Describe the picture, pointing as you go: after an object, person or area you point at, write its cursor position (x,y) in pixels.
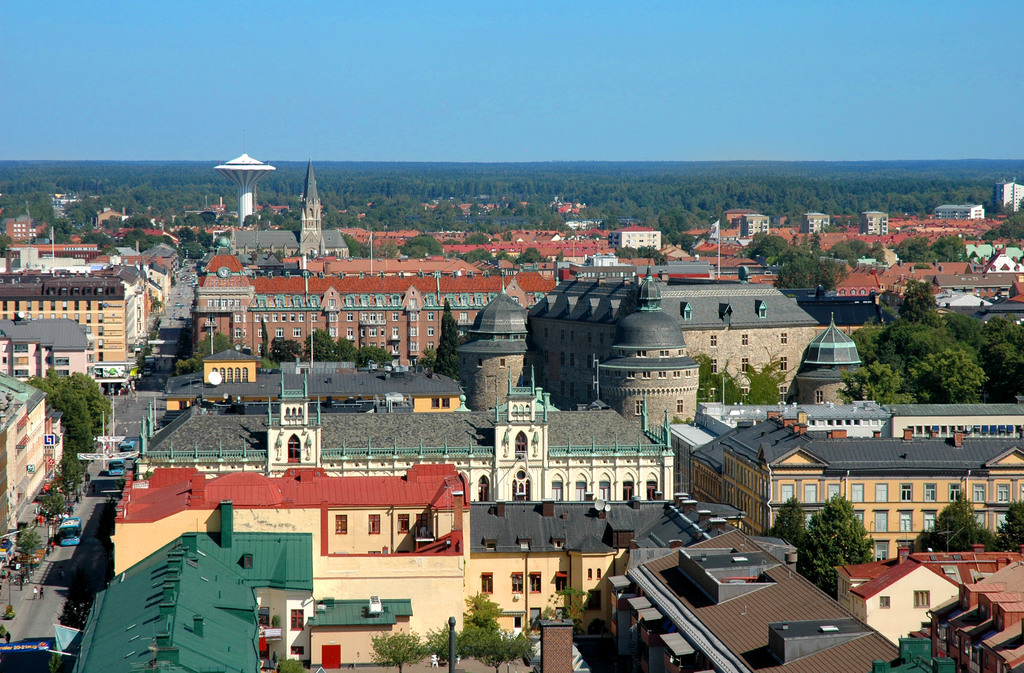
This image is taken outdoors. At the top of the image (239,104) there is a sky (504,81). In the middle of the image (449,317) there are many trees (172,198), buildings (755,288), houses (128,620), plants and architectures (142,452). There is a tower (307,217). There are a few poles (113,434), street lights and there is a flag (716,226). On the left side of the image (93,512) a few vehicles (77,532) are moving on the road (49,589).
